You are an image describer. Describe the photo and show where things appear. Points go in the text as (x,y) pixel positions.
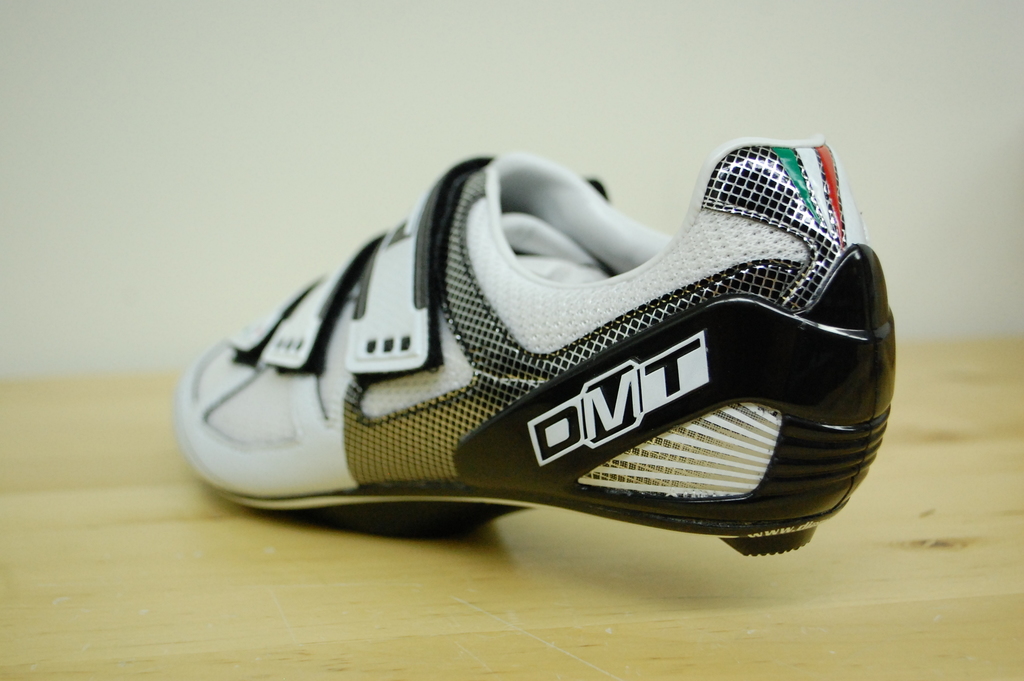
In this picture we can see a shoe (286,346) on the wooden surface (965,536) and in the background (412,82) we can see the wall (443,76).
